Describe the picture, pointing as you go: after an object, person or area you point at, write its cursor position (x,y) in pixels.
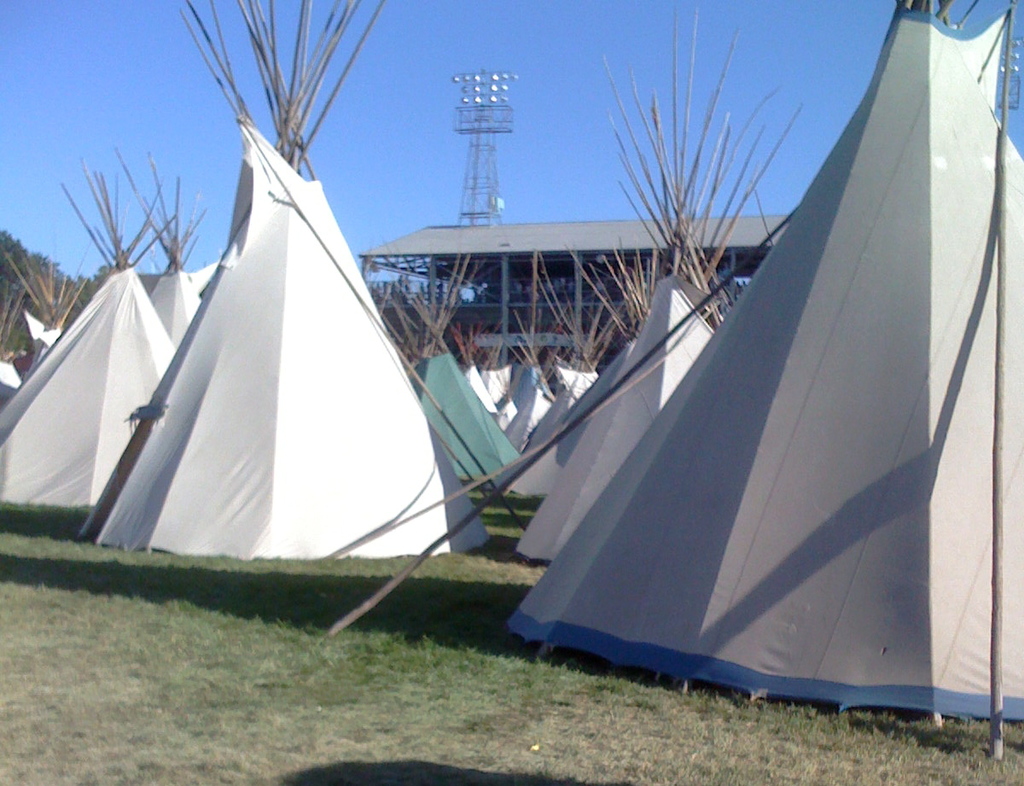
In the center of the image (432,520) there are tents (273,519). At the bottom of the image (356,659) there is grass (222,670). There are trees (43,284).
